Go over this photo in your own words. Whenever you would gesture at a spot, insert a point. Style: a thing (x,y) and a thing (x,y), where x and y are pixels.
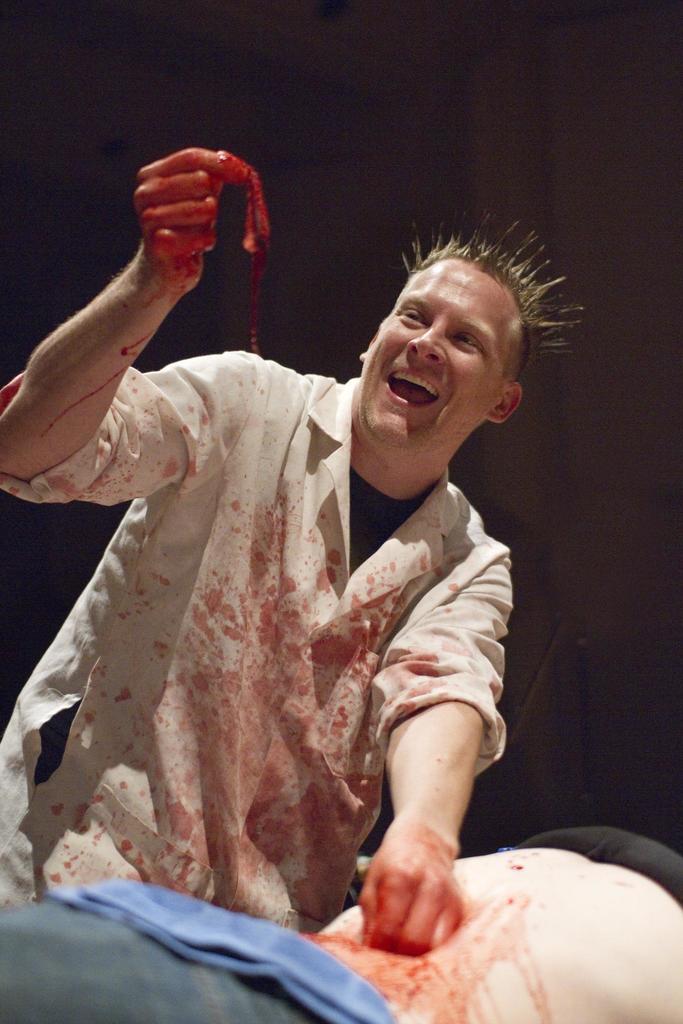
At the bottom of the image (630,950) there is a person (409,1017). Behind the person (510,880) there is a man (230,583) standing and holding something in his hand (202,195) and he is smiling. There is a blood (168,160) to his hand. And there is a dark background (603,707).
